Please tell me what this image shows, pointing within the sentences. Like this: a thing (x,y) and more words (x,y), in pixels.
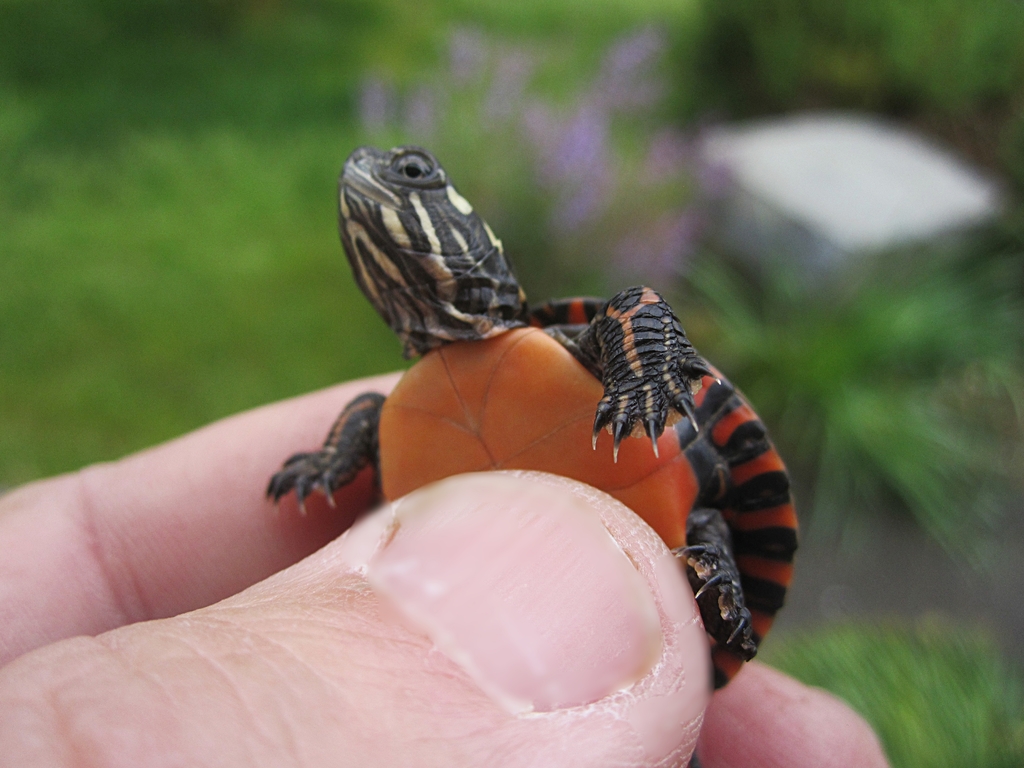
In the foreground of the image (453,513) there are persons fingers (546,532) holding a turtle (452,209). In the background of the image (492,121) there are plants (456,77). There is grass (138,356).
